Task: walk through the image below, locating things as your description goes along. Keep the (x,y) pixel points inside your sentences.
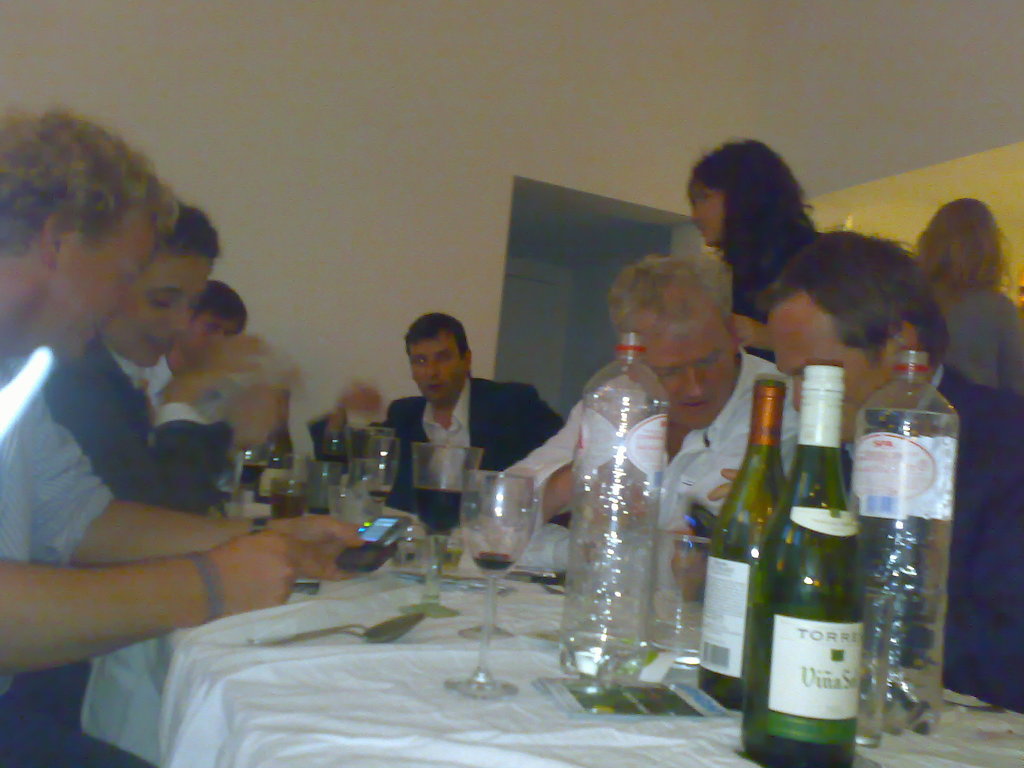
In this picture there are several people (191,376) sitting on the table (462,663) with a white cloth (476,653) on top of it. We observe glass bottles (775,618), glasses (469,517) and water bottles (620,525) on them. In the background (762,198) we observe two women (713,239) standing. There is also a door (553,272) in background (541,269).
